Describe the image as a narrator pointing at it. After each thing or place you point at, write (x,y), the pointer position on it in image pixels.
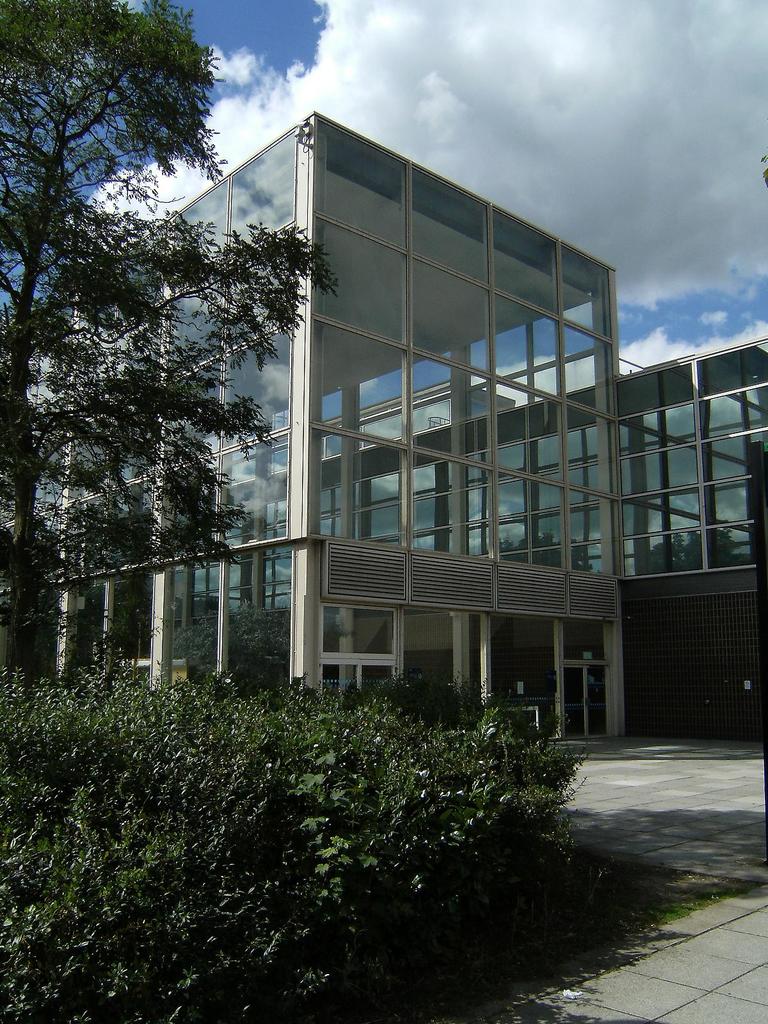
In this picture we can see buildings (616,512), on the left side (253,401) there is a tree (128,396) and plants (284,768), we can see the sky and clouds (353,60) at the top of the picture (446,79).
